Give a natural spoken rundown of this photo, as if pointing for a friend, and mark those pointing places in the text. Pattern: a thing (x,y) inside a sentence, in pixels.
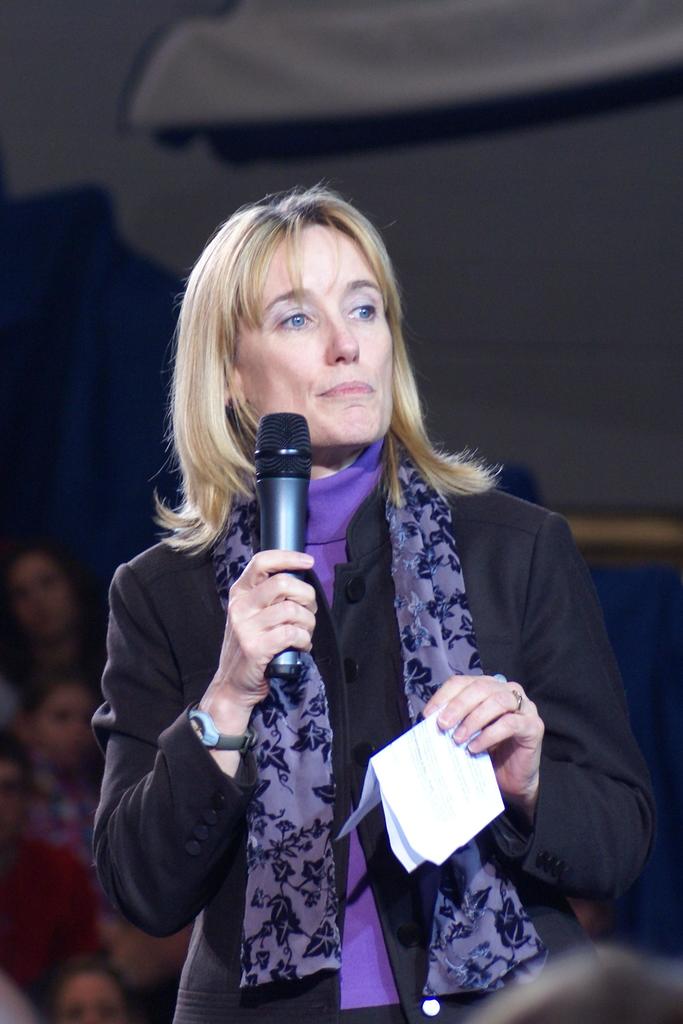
In this image in the center (265,389) there is one woman (309,677) who is holding a mike (295,469) and paper (437,755), and in the background (67,695) there are some people (65,723) who are sitting and there is a wall (562,423).
